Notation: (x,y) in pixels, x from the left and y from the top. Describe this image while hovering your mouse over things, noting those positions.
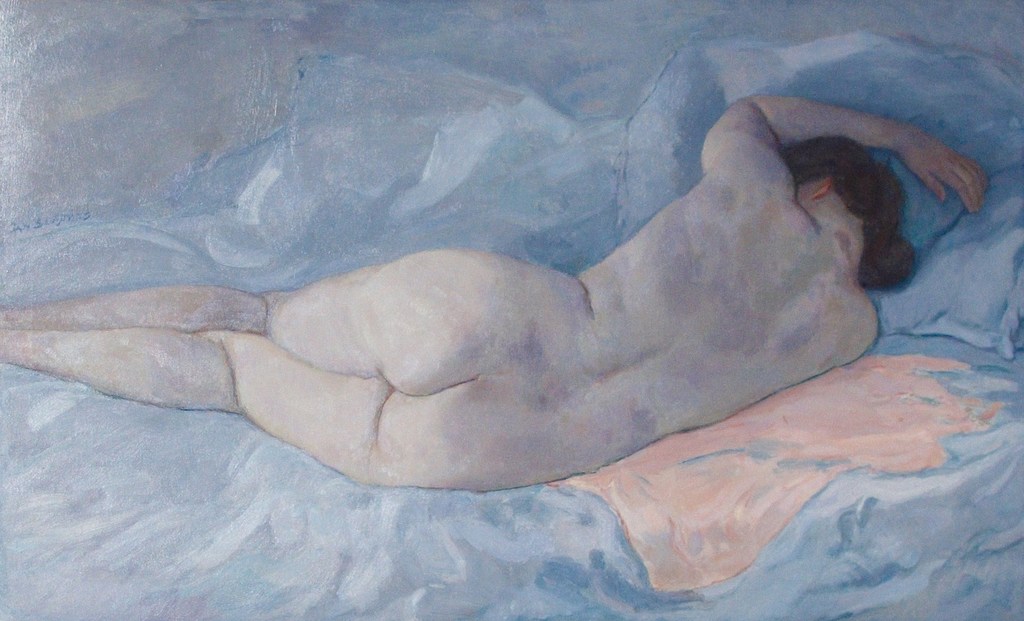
In this picture there is a painting (579,251) in the center of the image (539,282).
